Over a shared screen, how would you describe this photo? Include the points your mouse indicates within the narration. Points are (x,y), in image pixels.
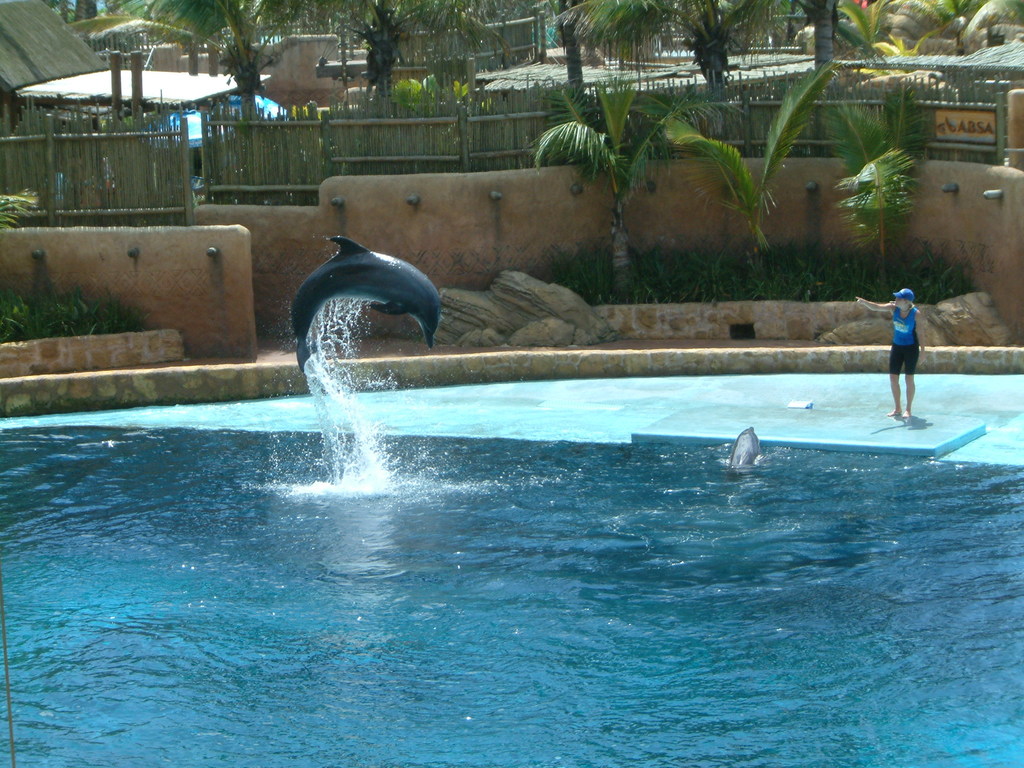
In this picture there is a dolphin (380,299) in the air and there is water (438,479) below it and there is a person (903,359) having blue cap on his head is standing in the right corner (915,332) and there are trees (597,108) and some other objects (455,72) in the background (559,67).
